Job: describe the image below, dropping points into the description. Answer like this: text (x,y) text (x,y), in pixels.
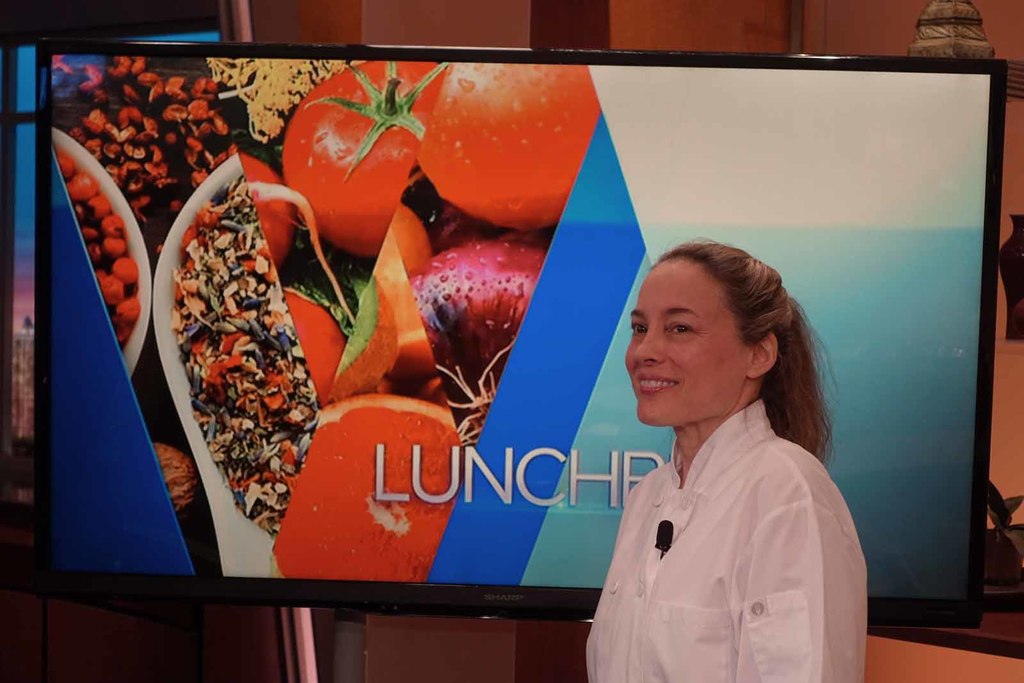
On the right side of the image (824,677) there is a lady (839,665) standing. In the background of the image (585,569) there is a tv screen (944,68).
